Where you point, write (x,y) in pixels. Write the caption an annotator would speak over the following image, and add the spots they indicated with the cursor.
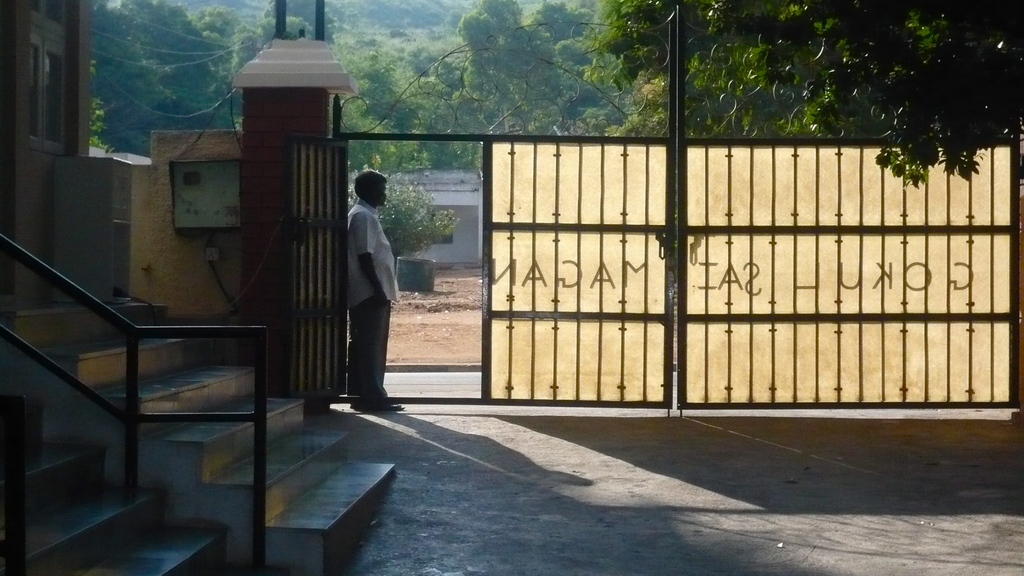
In the center of the image (382,315) we can see a person (382,327) standing on the ground (399,385) and a metal gate (590,214). In the left side of the image (41,67) we can see a window (43,86), box (198,204) placed on the wall (227,230), staircase (336,481) and railing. At the top of the image (364,22) we can see a group of trees (958,31). In the background (413,275), we can see some container (422,266) placed on the ground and a building (456,199).
